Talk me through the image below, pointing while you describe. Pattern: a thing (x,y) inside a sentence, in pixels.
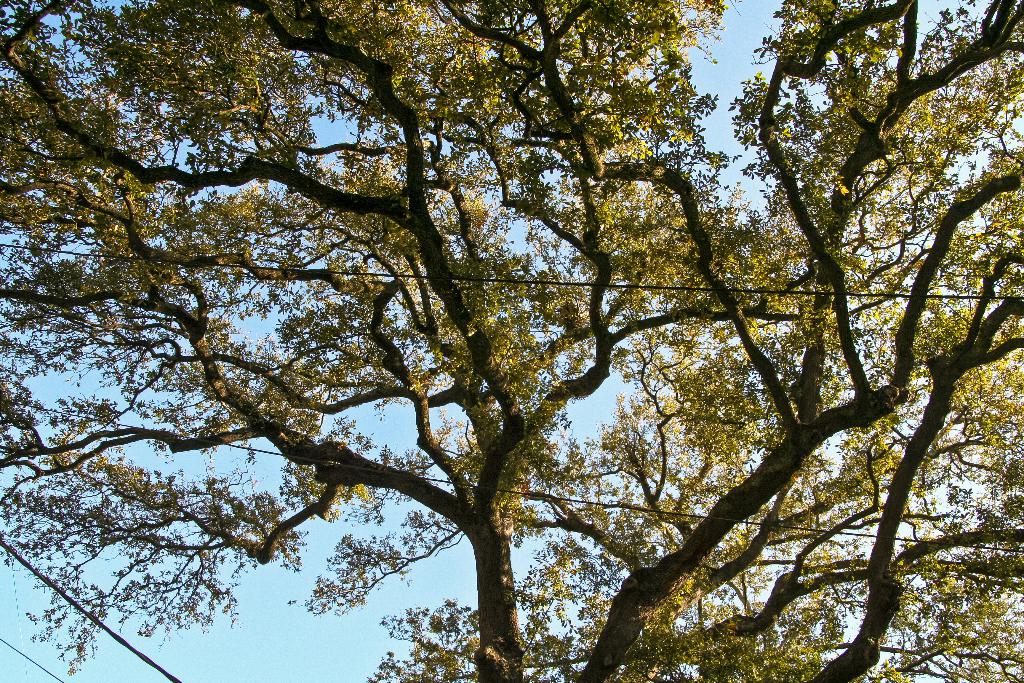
In this picture we can see trees (745,671), wires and in the background (239,311) we can see the sky (712,83).
